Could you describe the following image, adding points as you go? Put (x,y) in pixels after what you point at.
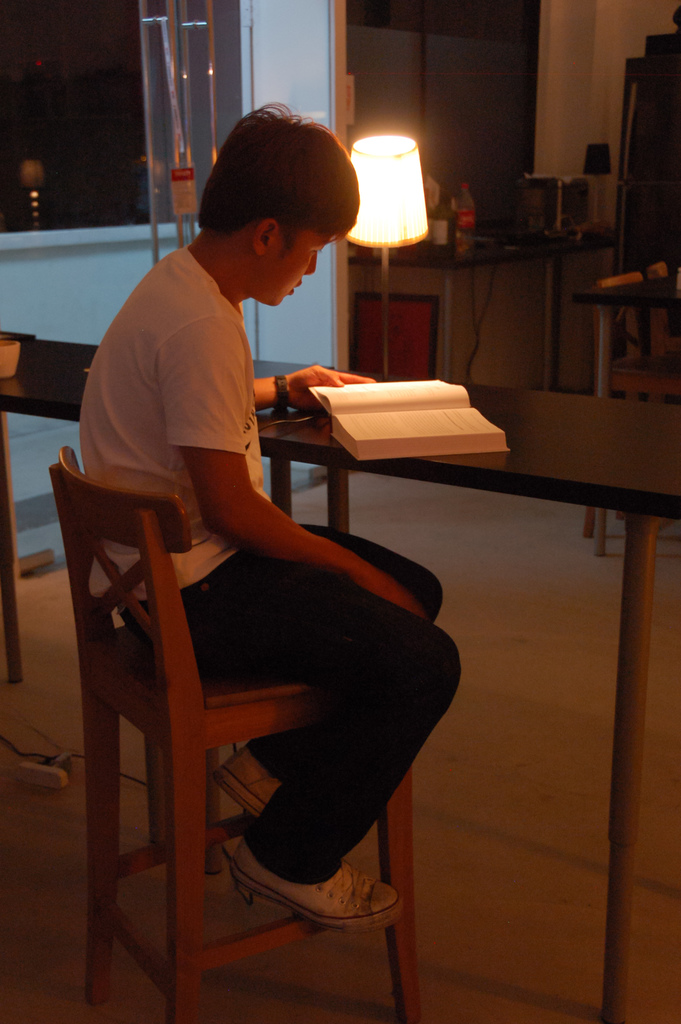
As we can see in the image there is a window (61,70), lamp (377,185), table (677,484) and on table (267,367) there is a book (425,442) and a boy (203,461) sitting on chair (196,780).
